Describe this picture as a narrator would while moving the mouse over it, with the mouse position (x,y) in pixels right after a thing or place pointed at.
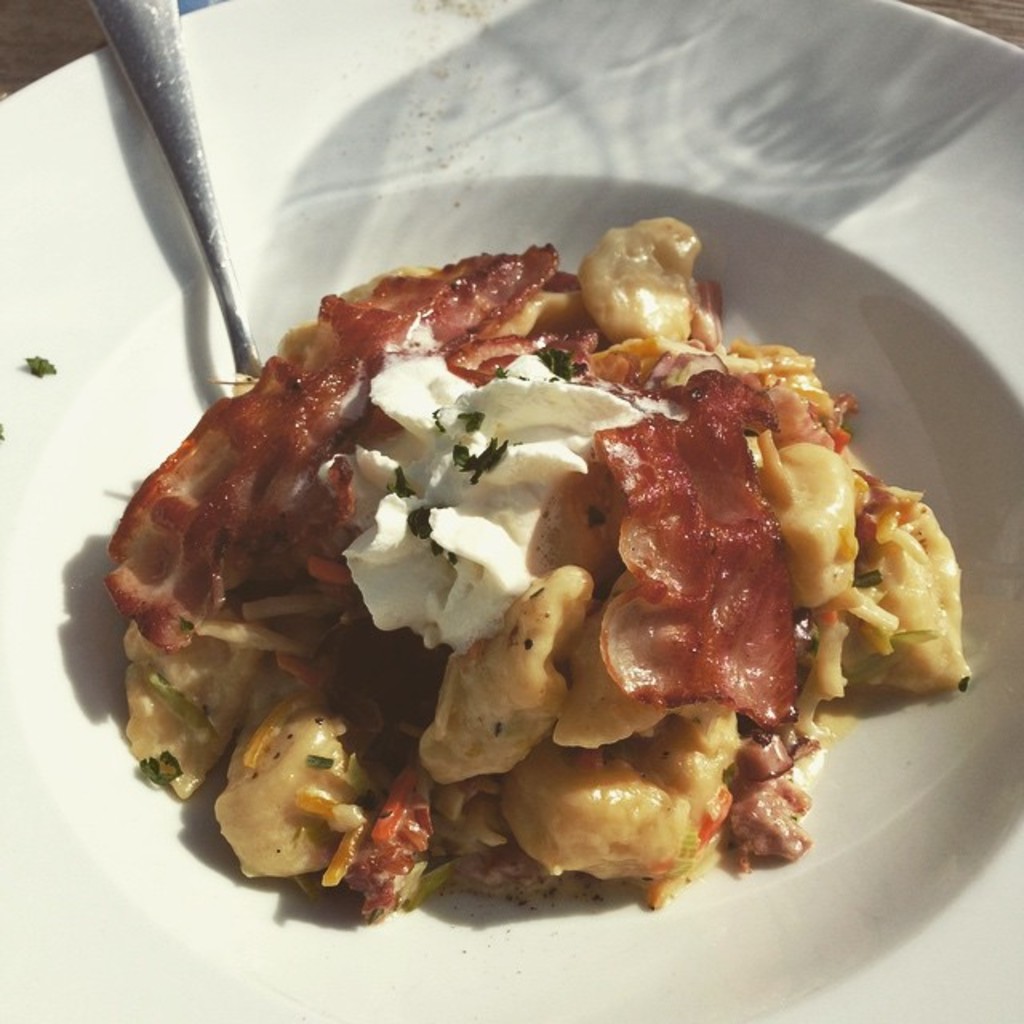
In this picture we can see a plate (766,173) and on plate (903,355) we have some food item (422,385) i think this is a spoon (154,52).
